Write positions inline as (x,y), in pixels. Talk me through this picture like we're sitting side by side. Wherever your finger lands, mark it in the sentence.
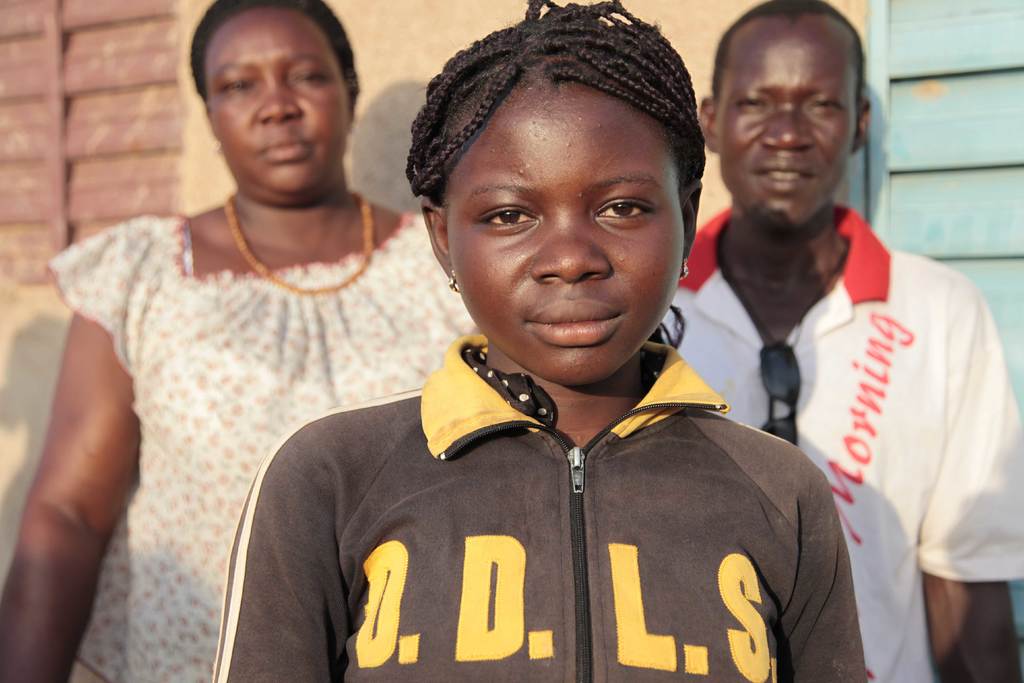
In the center of the image (507,424), we can see a girl (576,419) and in the background (294,104), there is a lady (317,115) and a man (816,140) and there is a wall (958,113).
